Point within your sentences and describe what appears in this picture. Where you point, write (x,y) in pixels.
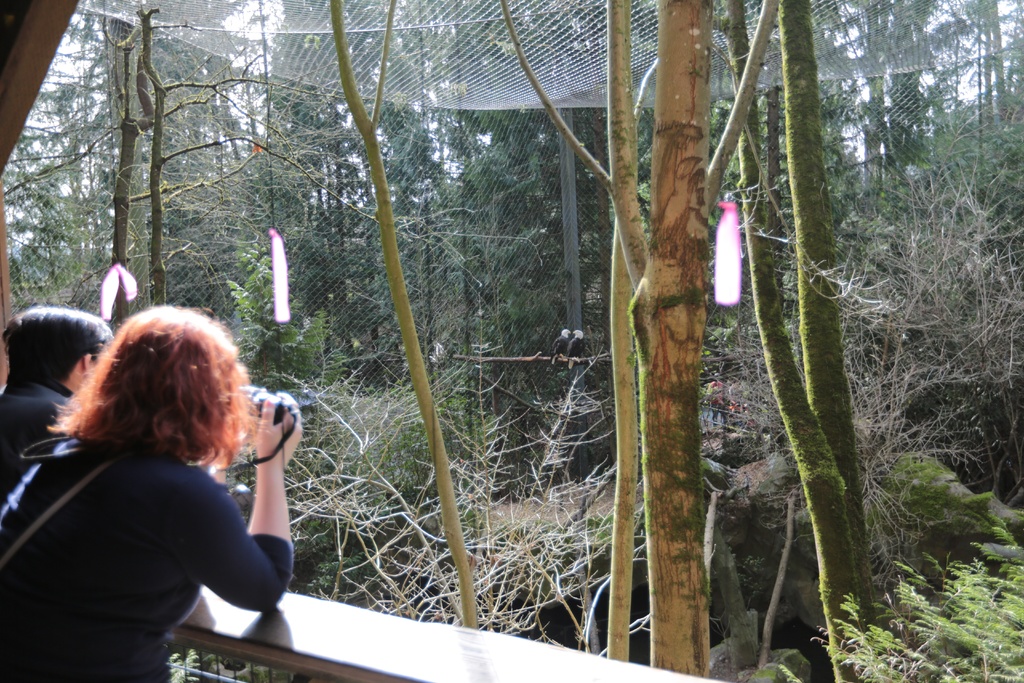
In this image, we can see people (192,384) and one of them is holding an object (272,393). In the background (424,248), there are trees (542,231) and we can see a net (181,48). At the bottom (337,642), there is wood (329,638).
